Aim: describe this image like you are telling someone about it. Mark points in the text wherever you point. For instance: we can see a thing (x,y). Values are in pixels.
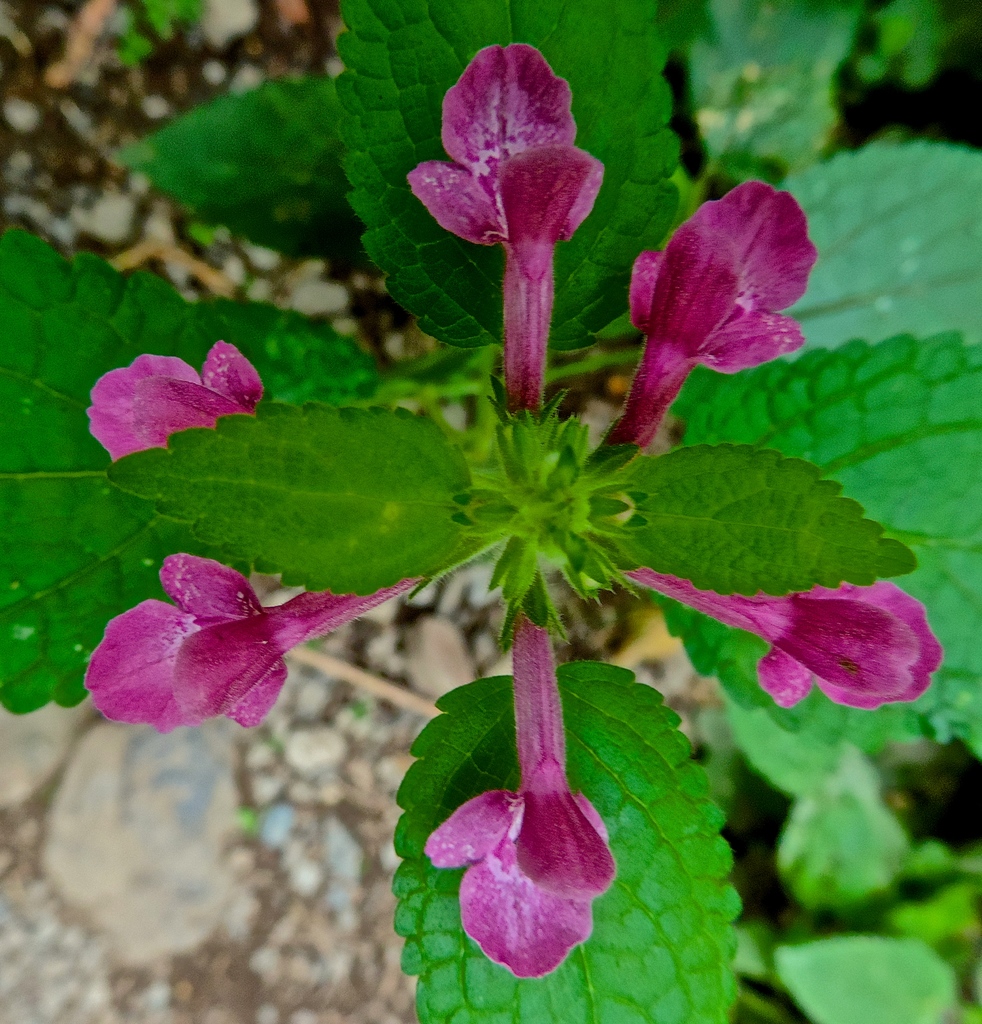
In this image there are plants (598,701) with the flowers (761,225) on it. At the bottom (231,842) there are stones (169,880) on the surface (278,906).
